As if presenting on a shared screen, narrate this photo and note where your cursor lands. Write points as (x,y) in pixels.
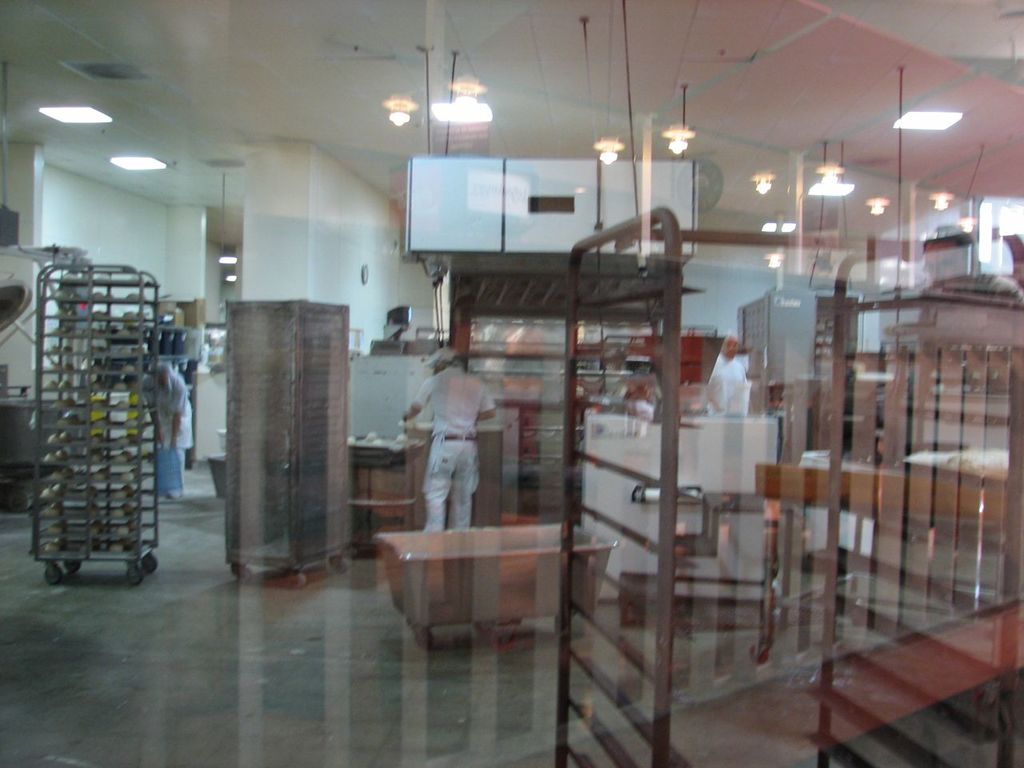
In this image there are people (453,427) standing on the floor (126,662). Left side (87,404) there is a trolley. Few objects (416,578) are on the floor (290,608). Top of the image (345,139) few lights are attached to the roof (553,113).
